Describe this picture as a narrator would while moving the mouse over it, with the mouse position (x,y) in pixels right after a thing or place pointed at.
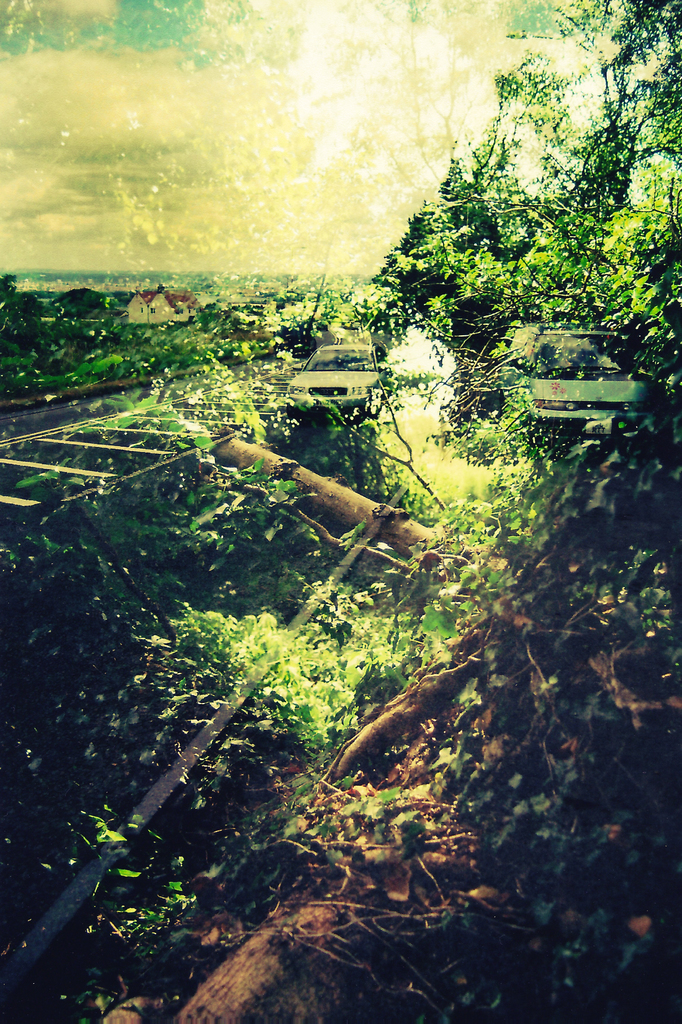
In this picture I can see there is a picture (470,665) with reflection (352,660) of plants (318,668), trees (371,743) and there are two cars (591,426), building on the left side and the sky (425,13) is cloudy.
